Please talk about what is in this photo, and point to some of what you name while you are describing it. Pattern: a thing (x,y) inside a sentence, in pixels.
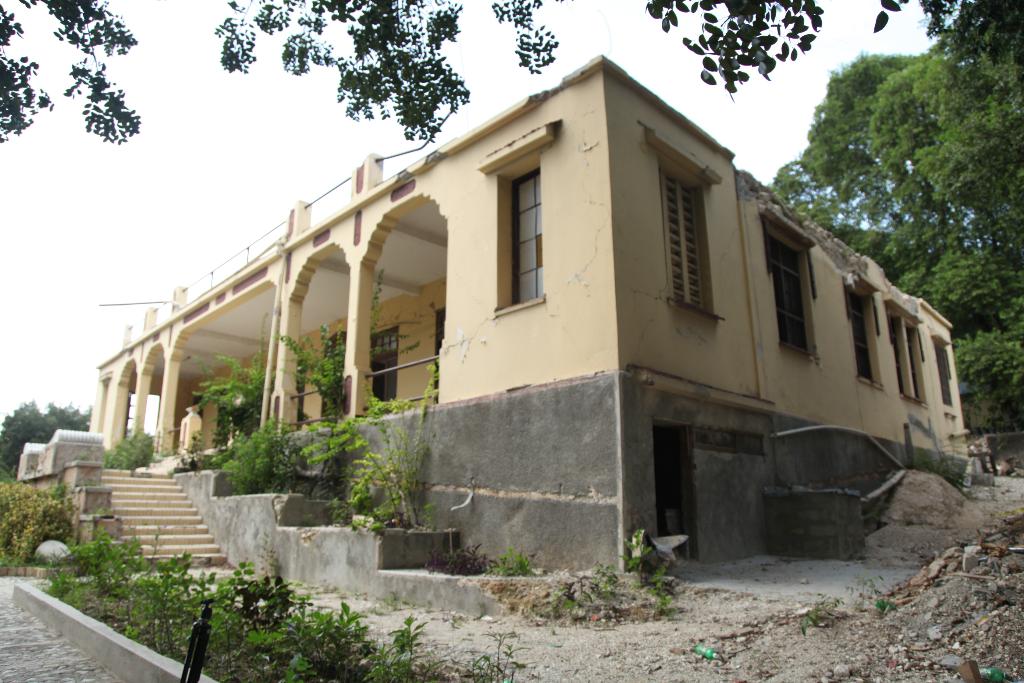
This is a building (577,295) with the windows (859,347). These are the stairs (162,502). I can see the trees (976,383) and plants (248,452). This is the sky (186,183).
